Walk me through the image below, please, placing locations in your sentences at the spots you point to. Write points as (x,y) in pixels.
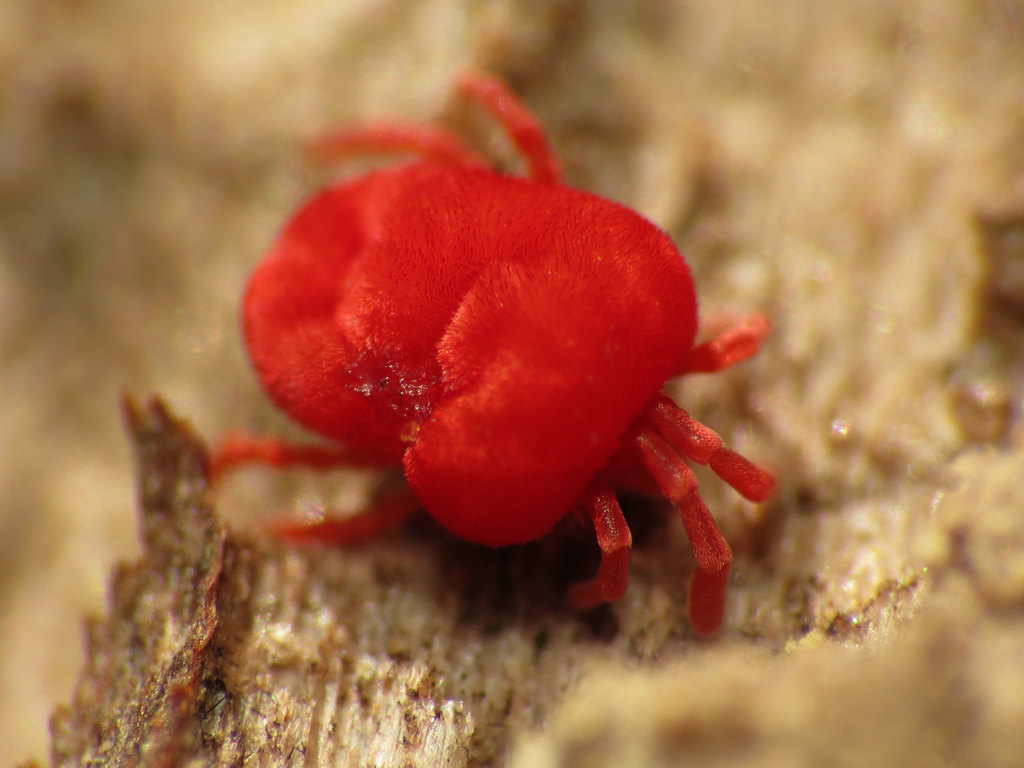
In this picture we can see a red color insect (496,485) on a platform (494,676) and in the background (1018,46) it is blurry.
